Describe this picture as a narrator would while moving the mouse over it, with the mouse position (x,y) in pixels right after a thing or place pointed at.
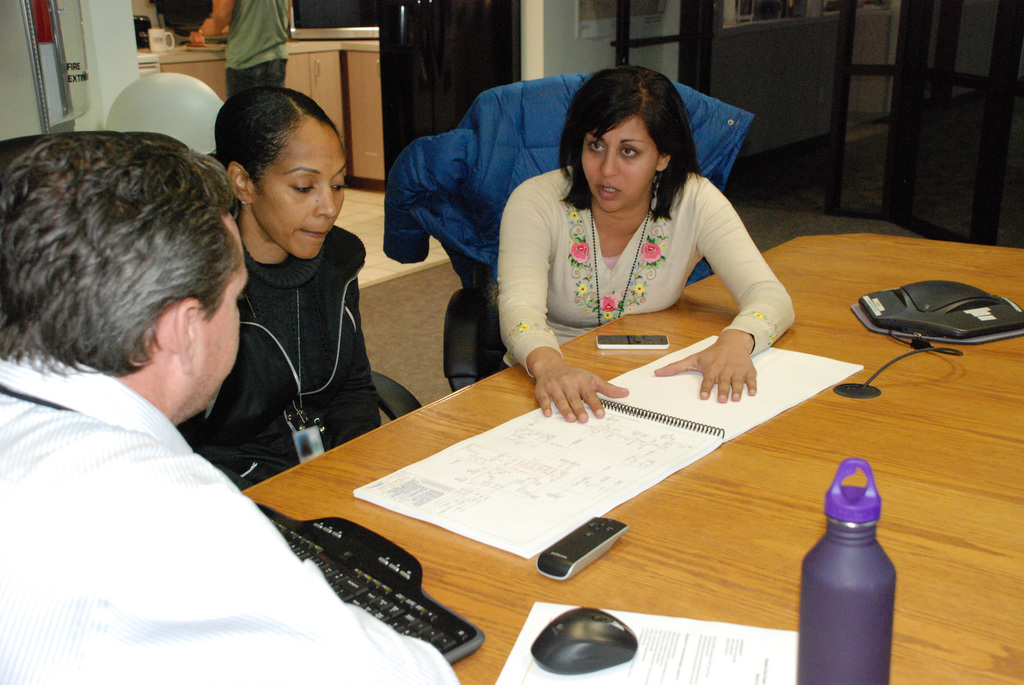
In the picture we can see two women (327,289) and men (95,461) are sitting in the chairs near the table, a woman (666,286) is explaining something on the paper (538,540) to a man (99,474), On the table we can see a keyboard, mouse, paper (509,544), mobile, and bottle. In the background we can see a chair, a person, standing near the desk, and on the desk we can see a cup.
